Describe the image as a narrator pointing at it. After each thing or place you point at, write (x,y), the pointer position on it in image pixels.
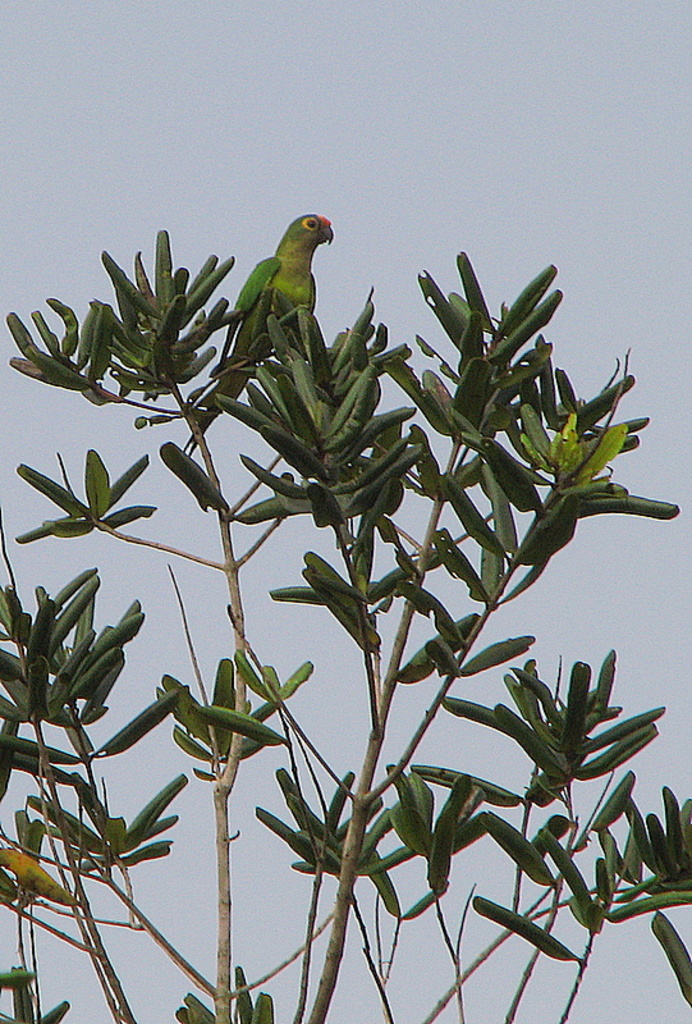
Here we can see a parrot (314,243) on a tree (24,962) and in the background (346,310) we can see sky (356,194).
